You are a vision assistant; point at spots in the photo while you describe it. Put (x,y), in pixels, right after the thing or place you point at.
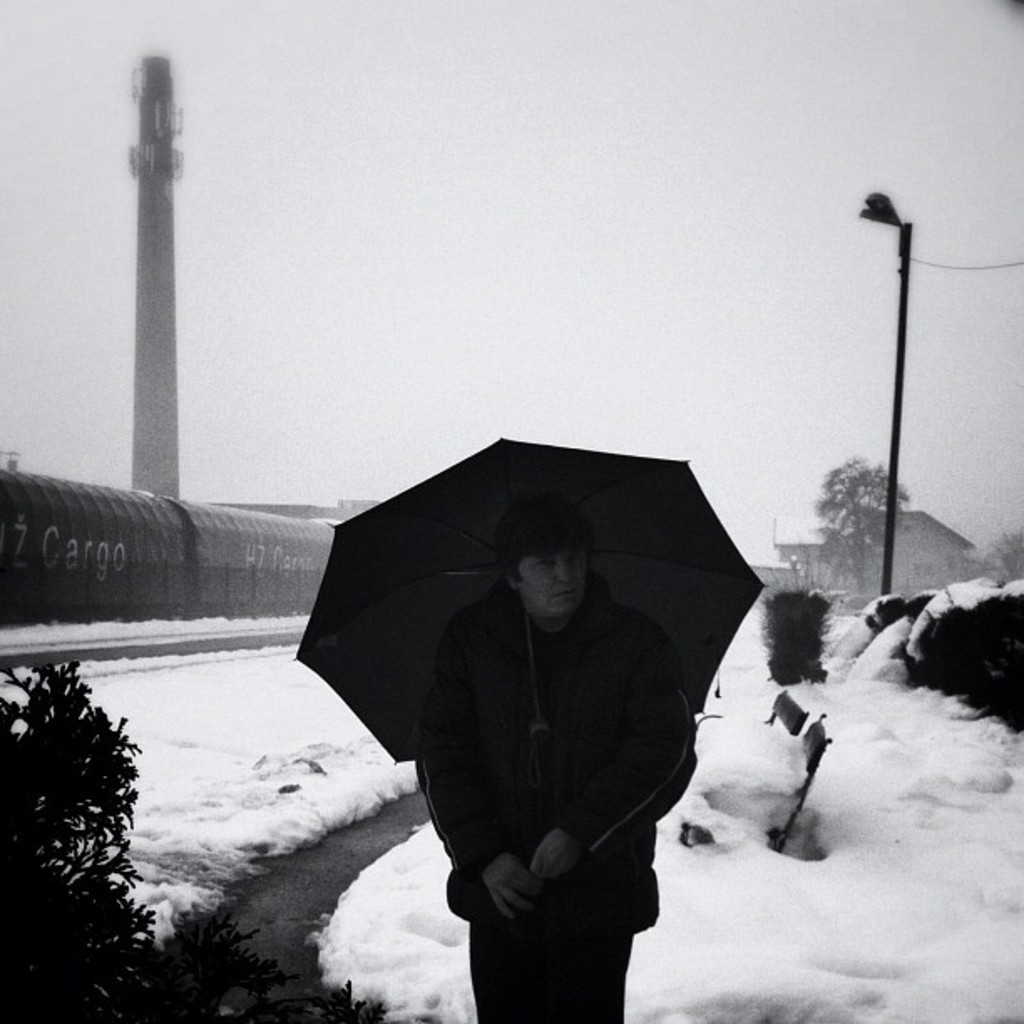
In this black and white image, we can see a person (584,696) with an umbrella (365,617). There is an object (237,529) and tower (174,397) on the left side of the image (171,453). There is a plant (110,801) in the bottom left of the image (123,912). There is a pole (895,513) and tree (863,532) on the right side of the image (854,523). There is a sky (543,247) at the top of the image (511,62).
